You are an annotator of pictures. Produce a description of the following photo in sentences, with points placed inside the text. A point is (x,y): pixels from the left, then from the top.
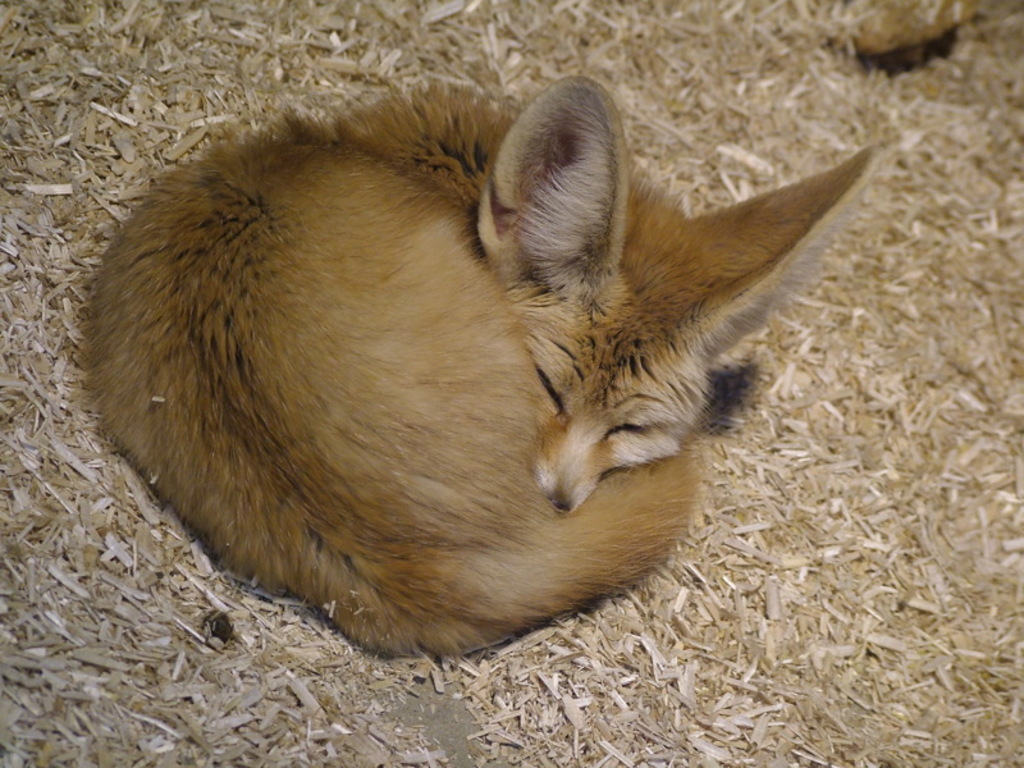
In the image there is a fox (415,428) sleeping on a wood shaving floor (116,168).
